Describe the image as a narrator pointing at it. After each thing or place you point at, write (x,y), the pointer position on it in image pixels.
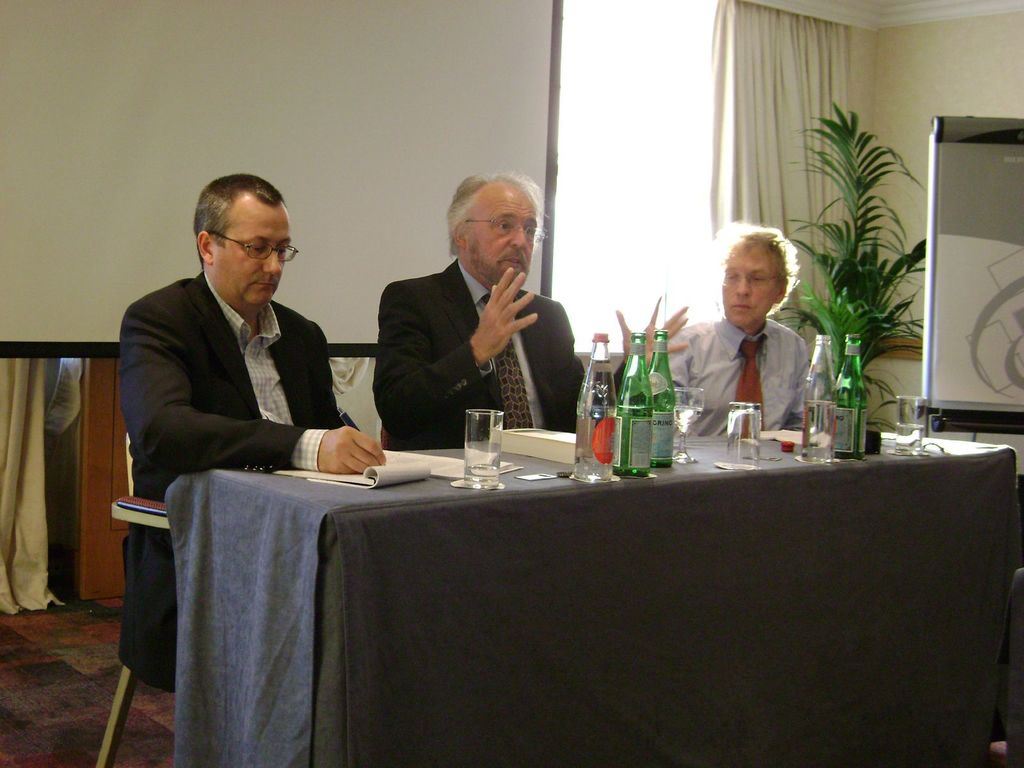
In this image i can see a three persons (419,374) sit in front a table (181,498). on the table (227,553) there are the bottles (632,395) and glass (493,462) kept on that and books (531,434) and papers (394,475) kept on the table (426,490), on the right side (862,298) i can see a flower pot (859,294), and back side of the plant (871,355) there is a curtain (734,156) and there is a wall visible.
